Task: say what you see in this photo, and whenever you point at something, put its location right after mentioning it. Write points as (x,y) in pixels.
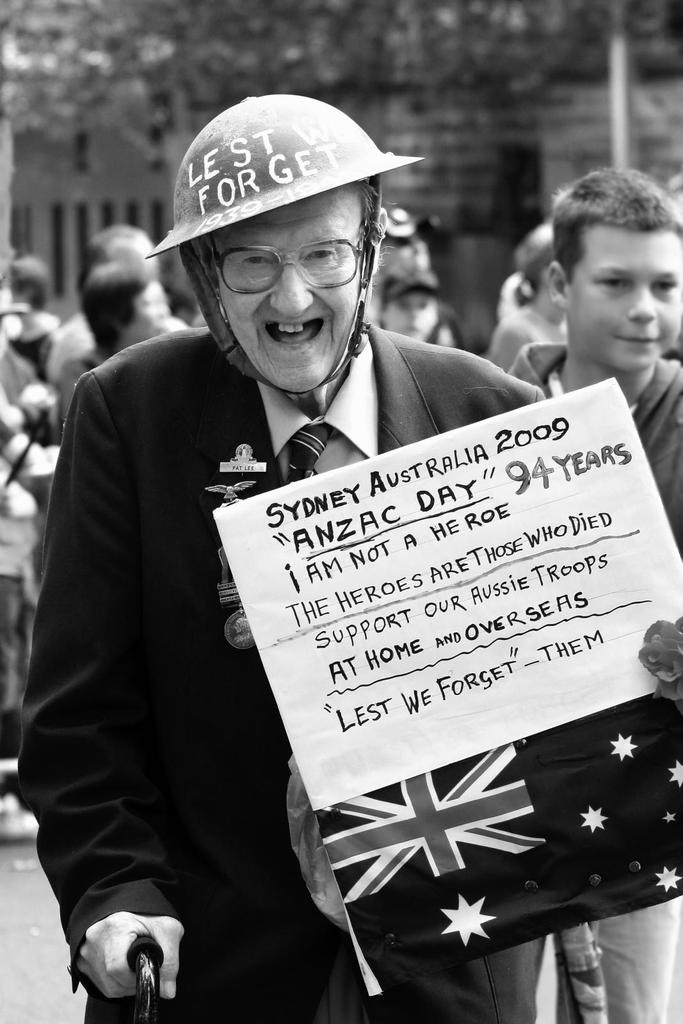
This is a black and white image. There are a few people (601,205). Among them, we can see a person (240,223) wearing a helmet (339,122) is holding an object (155,981). We can see a poster (548,685) with some text (597,638) written. We can also see a flag (530,830). We can see the ground (27,936) and the blurred background (524,138).
